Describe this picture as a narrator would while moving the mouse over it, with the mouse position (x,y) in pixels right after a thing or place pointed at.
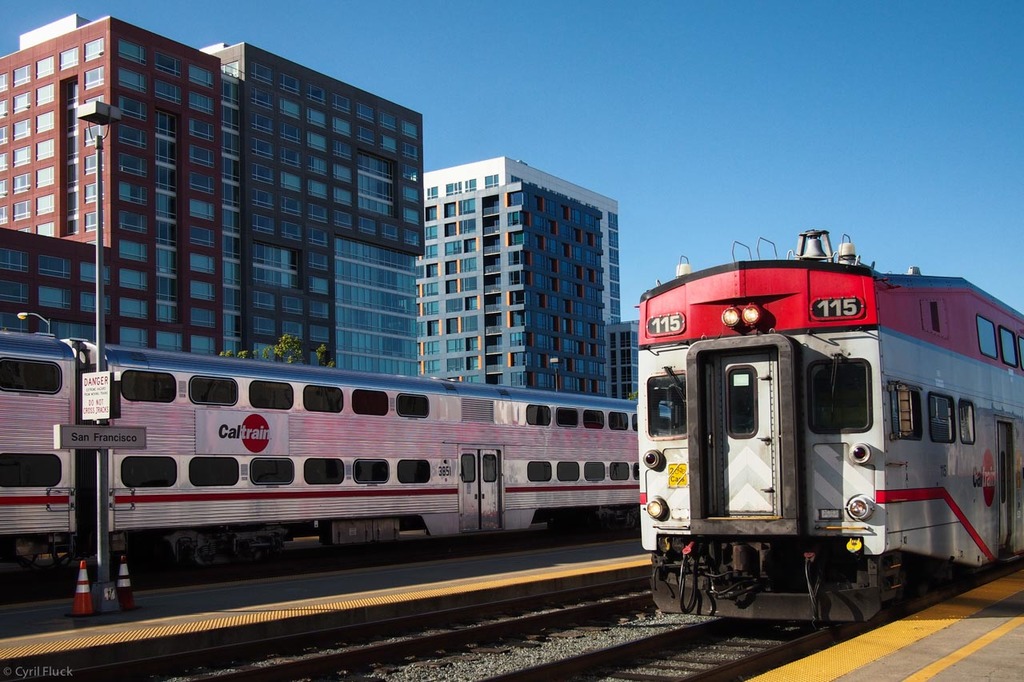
In this image we can see trains (483,468) on the railway tracks (396,640), boards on the pole (102,590), traffic cones (83,589), platforms (198,589) and trees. In the background (560,211) we can see buildings (60,151), windows (157,160) and the sky (605,158).
